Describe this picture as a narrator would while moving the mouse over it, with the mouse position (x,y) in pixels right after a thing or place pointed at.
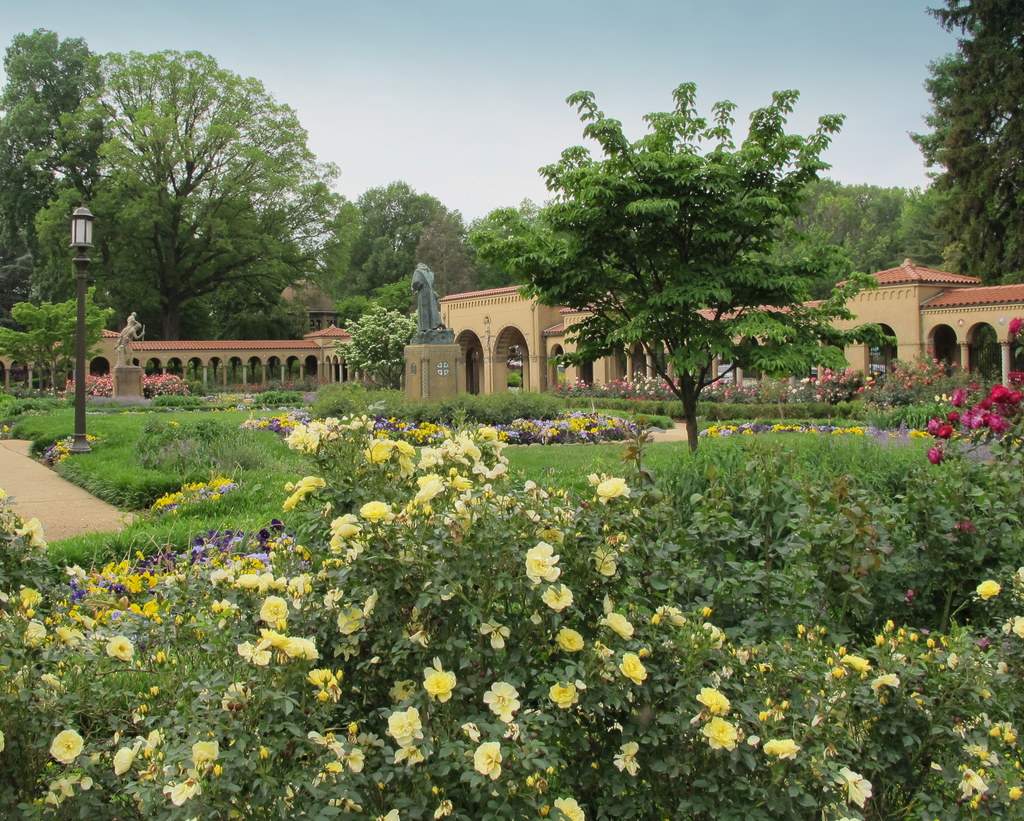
In this picture we can see some plants (626,497) and flowers (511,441) in the front (196,596), on the left side (86,227) there is a pole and a light (72,231), we can see pillars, some trees (585,345), a statue (433,342) in the background (303,267), there is the sky (469,171) at the top of the picture (435,53).
